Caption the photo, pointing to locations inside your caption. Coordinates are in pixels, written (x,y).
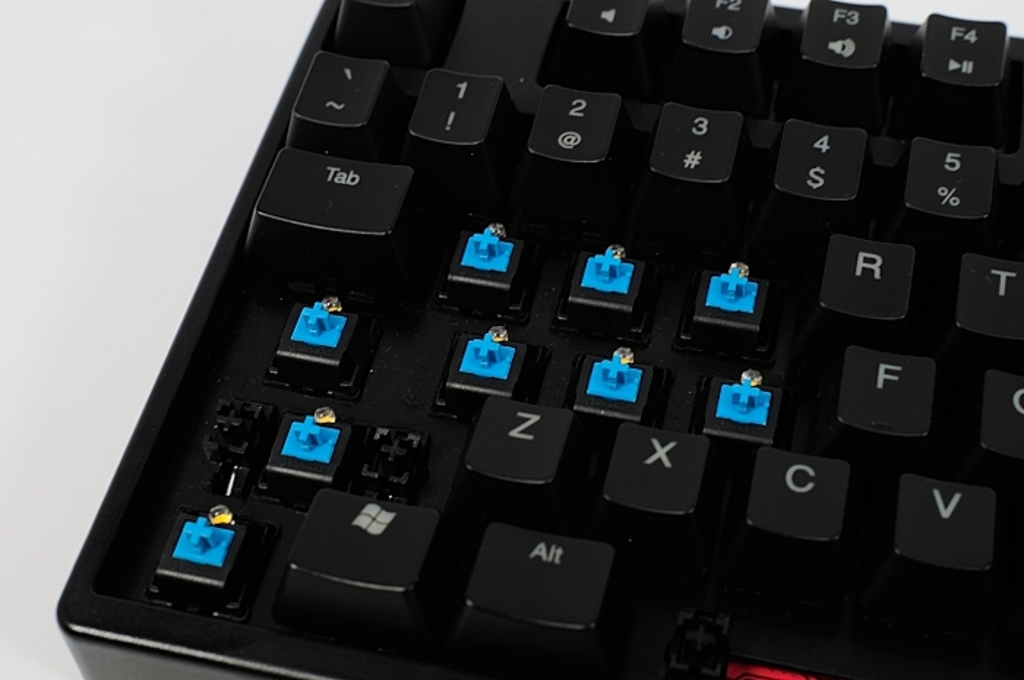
In this picture we can see a keyboard (293,446) on a white surface (161,331).
